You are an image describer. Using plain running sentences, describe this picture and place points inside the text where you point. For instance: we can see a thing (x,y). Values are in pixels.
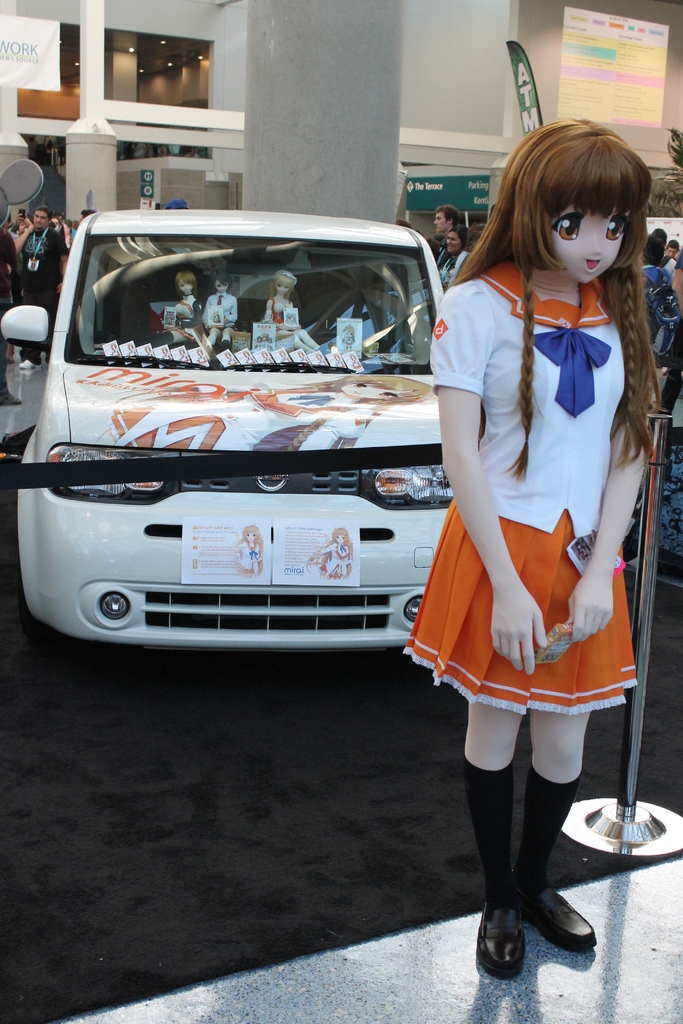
On the right side of the image (521,473) we can see mannequin (530,503) and pole (659,458). On the left side of the image (150,511) we can see car (169,367). In the background (0,138) we can see persons (450,222), windows (134,69), pillar (288,128), advertisements (531,122) and wall (467,55).
